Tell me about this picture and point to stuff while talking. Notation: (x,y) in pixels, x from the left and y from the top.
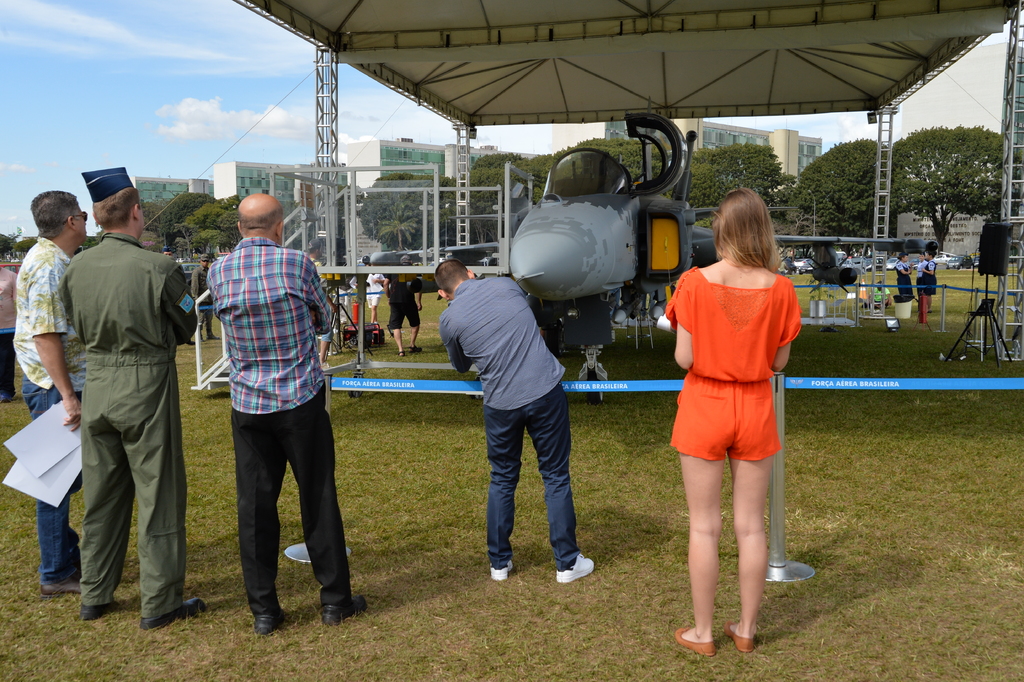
In the foreground of the picture (555,413) there are people (152,456), railing (451,384) and grass (633,366). In the center of the picture (585,258) there is an aircraft (592,226) under a tent (905,26). In the center of the picture (410,270) there are people (931,262), speaker (1004,239) and other objects (328,226). In the background (964,189) there are trees (962,171) and buildings (424,148).
